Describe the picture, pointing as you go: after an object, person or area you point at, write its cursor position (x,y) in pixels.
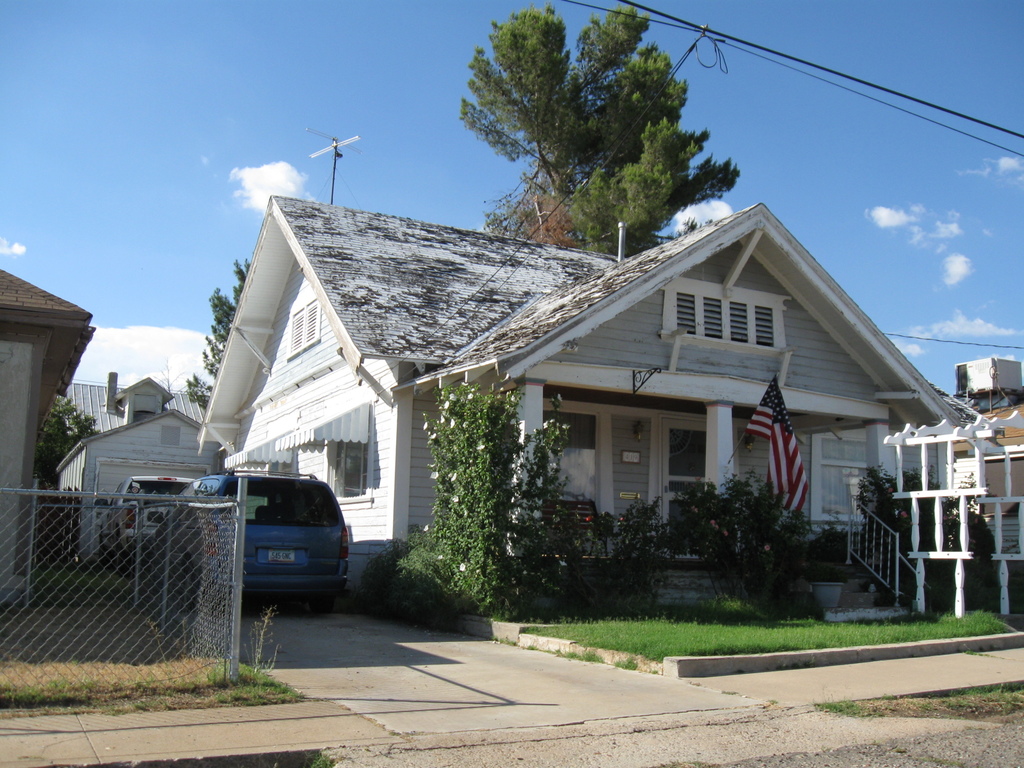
In this image there is the sky (324,53) towards the top of the image (355,69), there are clouds (287,174) in the sky (201,71), there are houses (574,368), there are trees (566,125), there is a flag (773,444), there are cars (282,549), there are plants (644,515), there are flowers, there is a fence (116,601) towards the left of the image (83,576), there is grass (726,625), there is road (845,753) towards the bottom of the image (621,754), there are wires (876,86) towards the right of the image (823,66), there are pillars (709,440), there is a door (682,451), there are windows (336,467), there is a wall (317,391) towards the left of the image (35,434).
